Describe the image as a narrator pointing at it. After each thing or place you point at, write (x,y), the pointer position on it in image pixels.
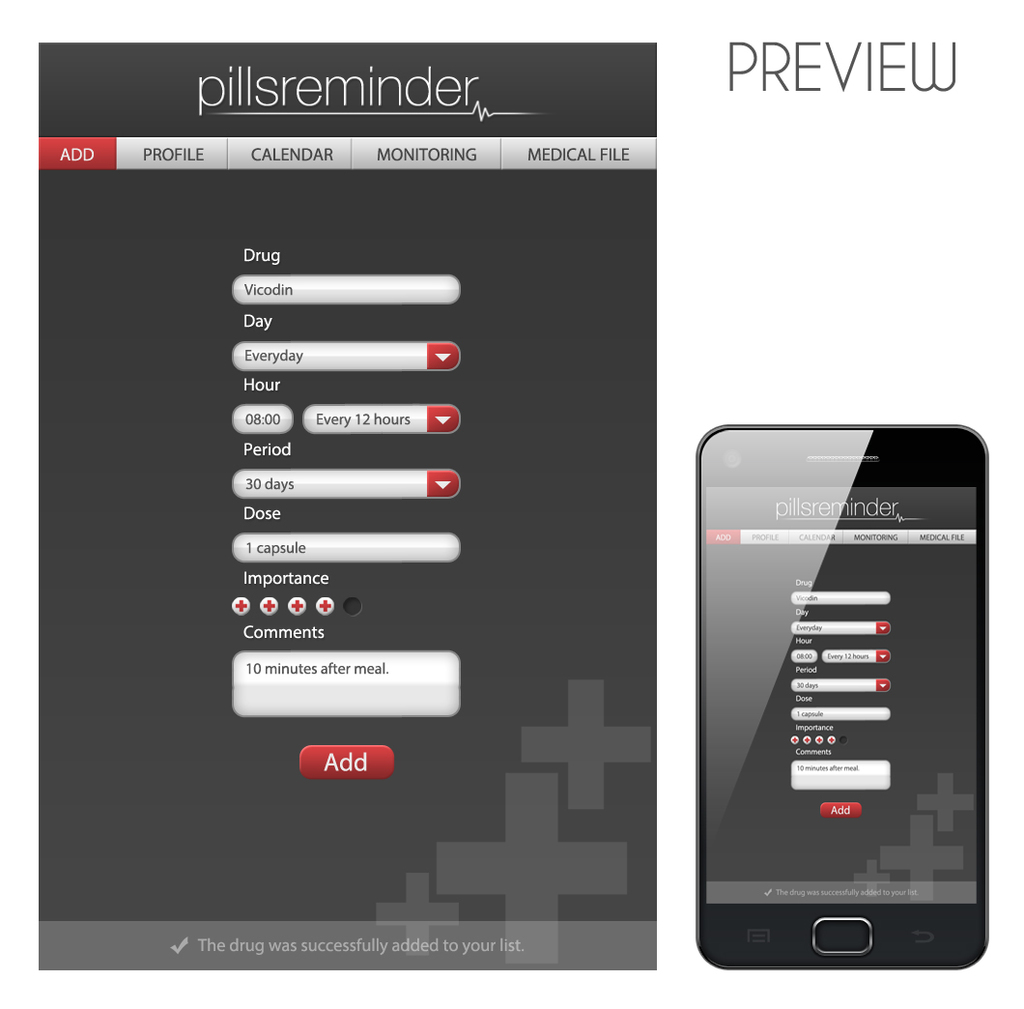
In this picture we can see a phone (729,689) on the right side (727,810). We can see the mobile screenshot (80,283). There is a text (737,87) on top (829,82).
